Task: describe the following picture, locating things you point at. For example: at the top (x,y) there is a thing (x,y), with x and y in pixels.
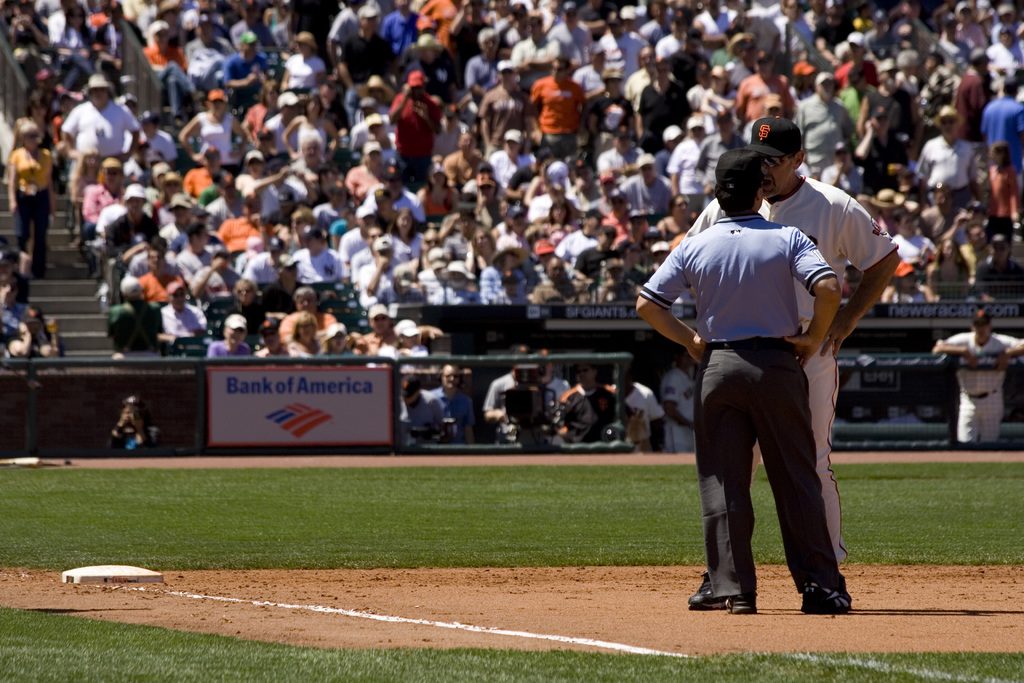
On the right side of the image (786,304) we can see two people (767,364) standing. They are wearing caps (762,138). In the background (385,259) there is crowd (95,141) sitting and we can see a board (375,402).
